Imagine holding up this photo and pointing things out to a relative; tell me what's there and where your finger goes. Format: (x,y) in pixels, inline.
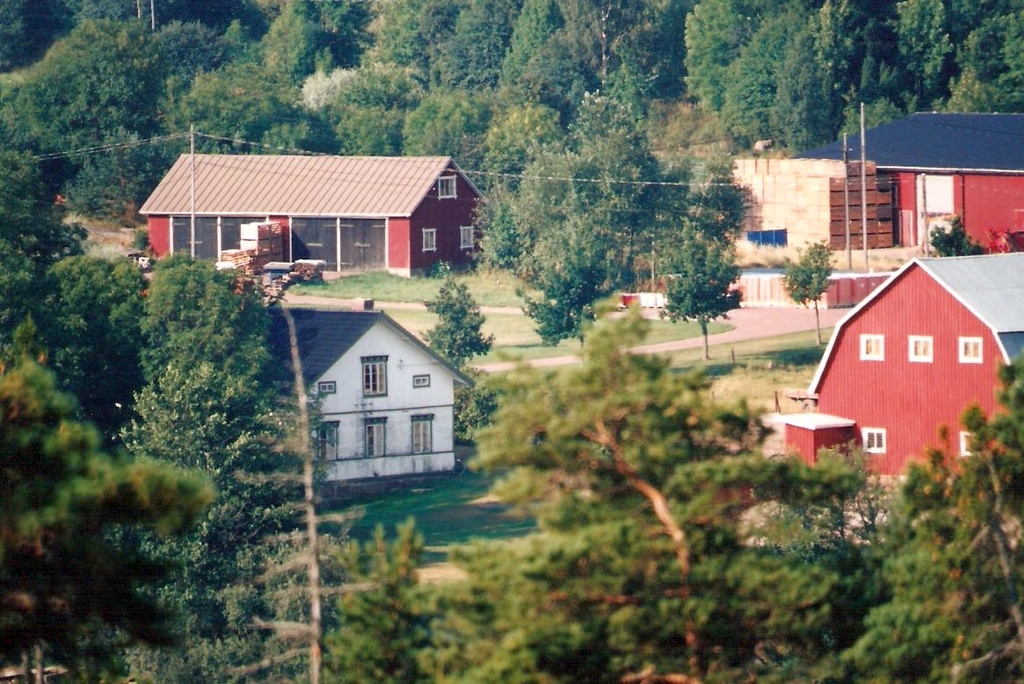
Here in this picture we can see houses (337,259) present on the ground (434,292) and we can also see some part of ground (402,291) is covered with grass (420,292) and we can see plants (554,376) and trees (261,523) present.
